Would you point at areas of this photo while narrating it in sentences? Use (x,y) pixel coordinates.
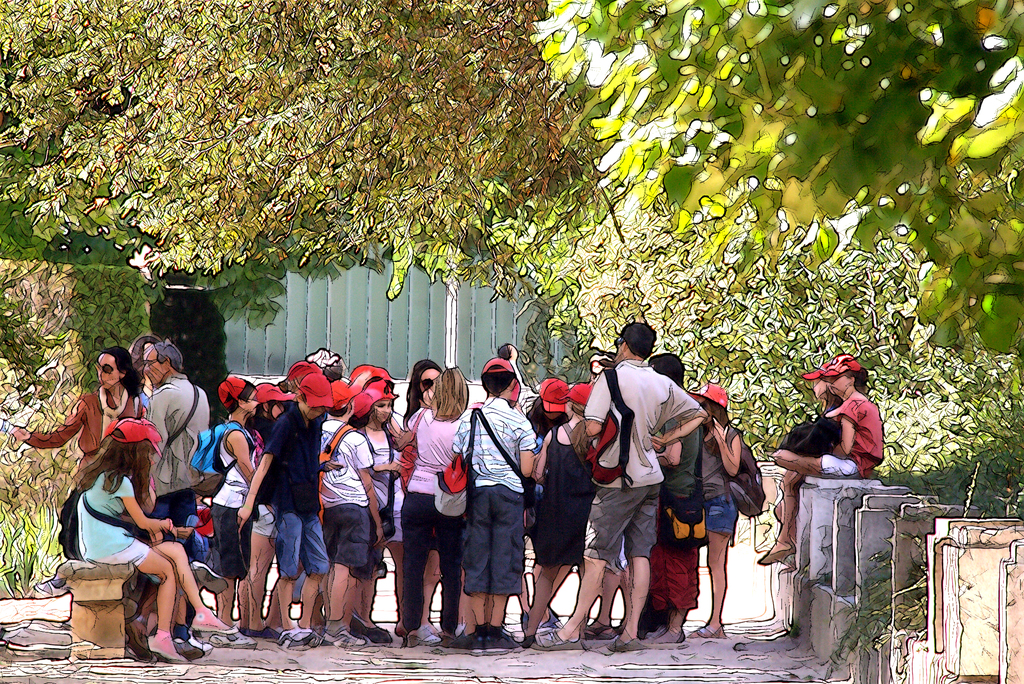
This is an edited image. In this image we can see people (274,465) standing on the road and some are sitting on the benches (119,608) and walls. In the background (722,219) there are trees (241,308) and bushes (98,329).
